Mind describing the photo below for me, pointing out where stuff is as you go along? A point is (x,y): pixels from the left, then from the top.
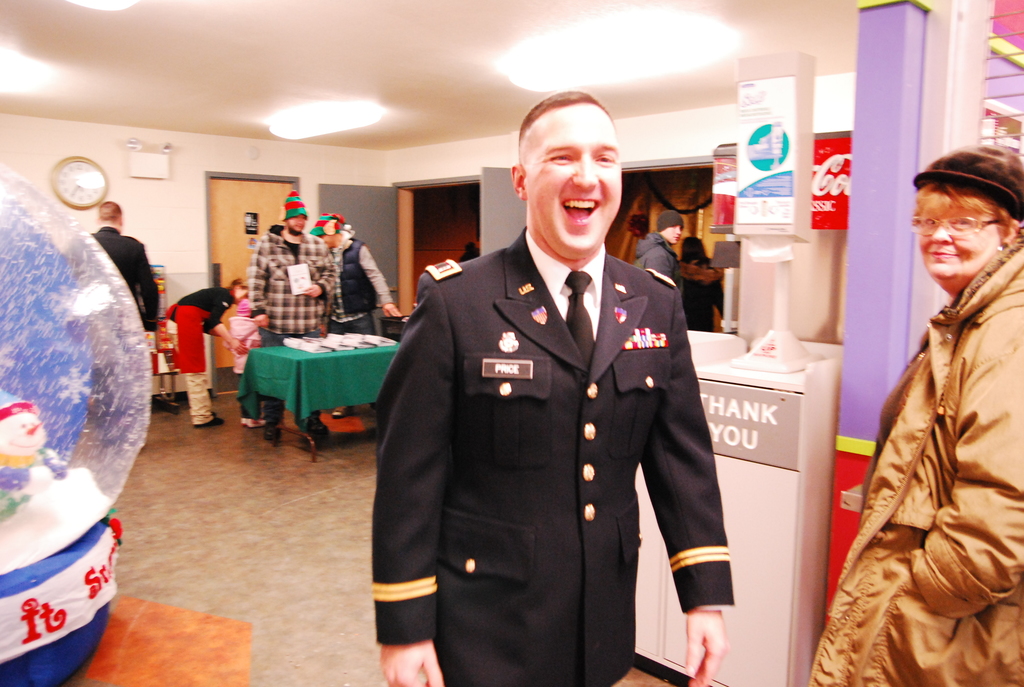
As we can see in the picture that there are many people (303,335) in a room (355,361). This man (400,371) who is wearing a uniform (529,502) and smiling, beside him is a women (925,484) who is wearing a cap (986,173) and spectacles (980,222). These are the lights (574,83), clock (83,172), table (264,352).
